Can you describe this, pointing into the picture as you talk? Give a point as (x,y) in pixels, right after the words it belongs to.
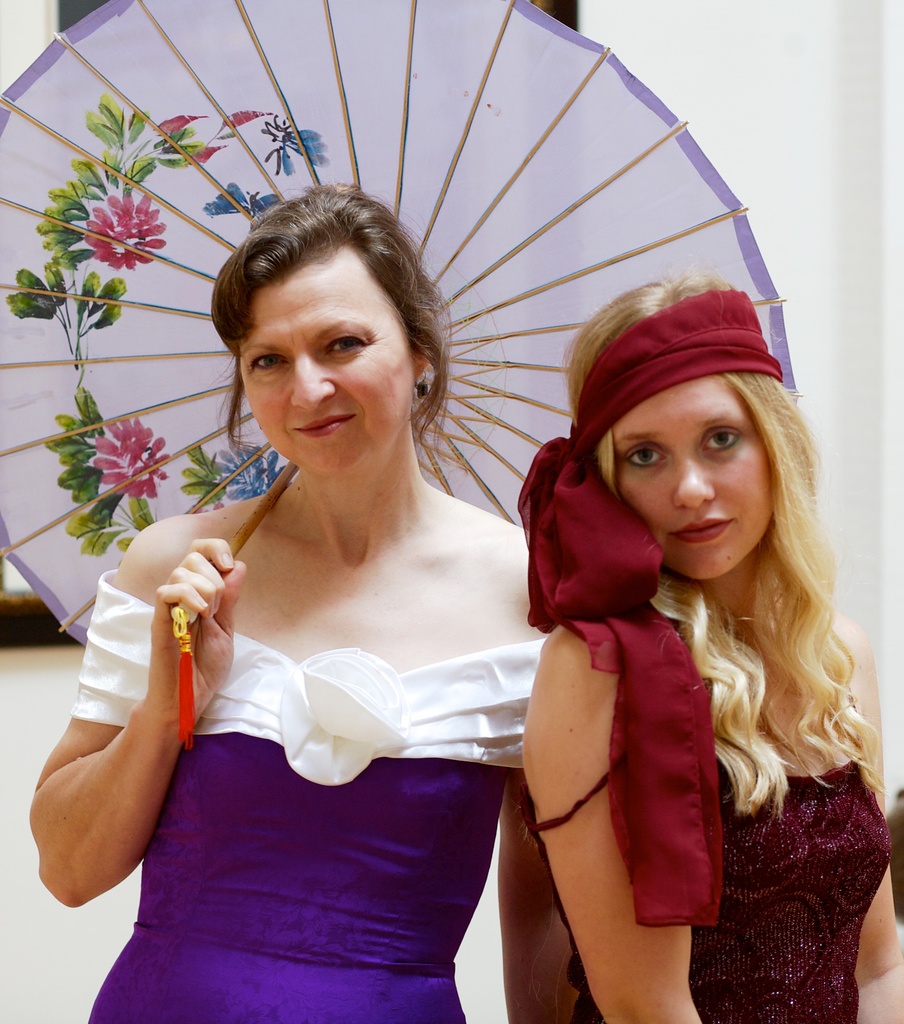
In this picture i can see two women (307,665) are standing together. These women (536,690) are wearing dresses (531,820). The woman (506,682) on the left side (255,582) is holding an umbrella (238,541). In the background (735,68) i can see white color wall (719,56).
